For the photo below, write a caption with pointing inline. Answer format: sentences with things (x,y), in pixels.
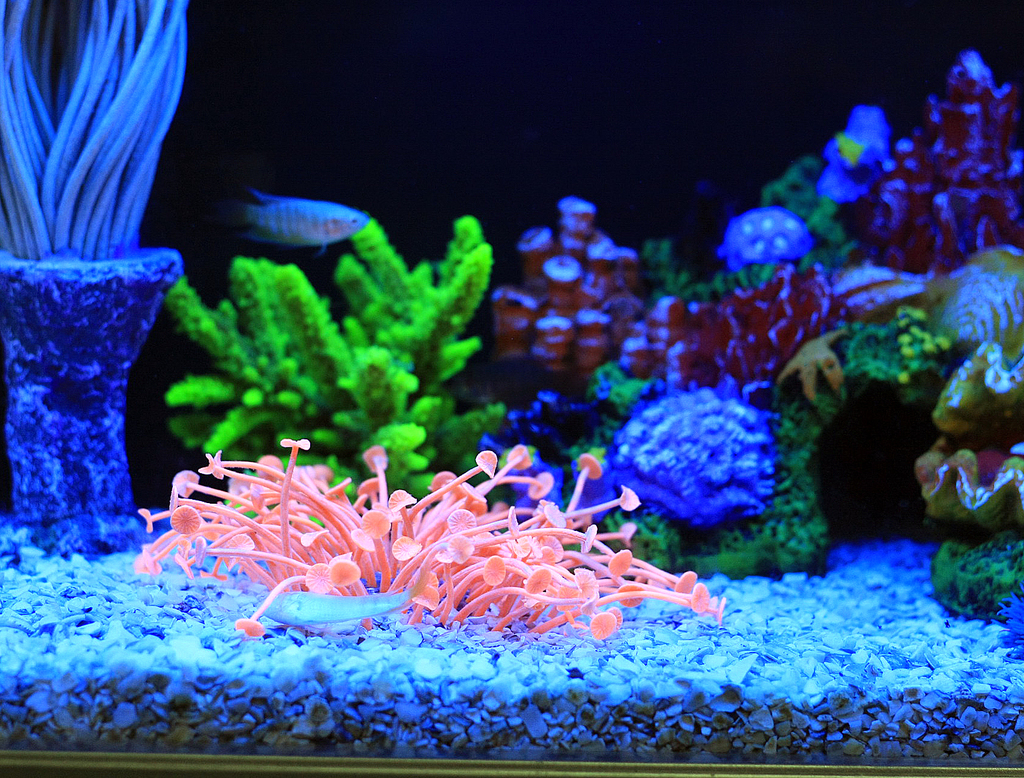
In this image I can see an aquarium (213,696). In the aquarium (441,763) I can see many aquatic plants (580,500), few fish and the stones (613,724). And there is a black background (336,265).
